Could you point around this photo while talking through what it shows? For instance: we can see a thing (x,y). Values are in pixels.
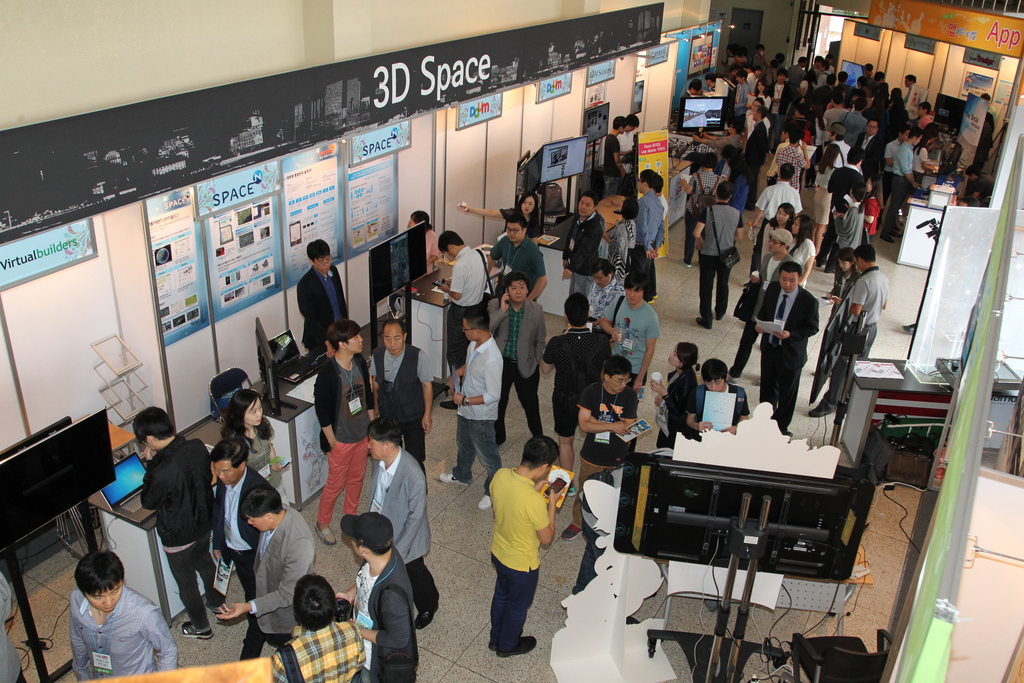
As we can see in the image, there are lot of people (806,301) standing on floor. On the left (286,355) there are two laptops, some banners (239,243) and white color wall (263,42).
